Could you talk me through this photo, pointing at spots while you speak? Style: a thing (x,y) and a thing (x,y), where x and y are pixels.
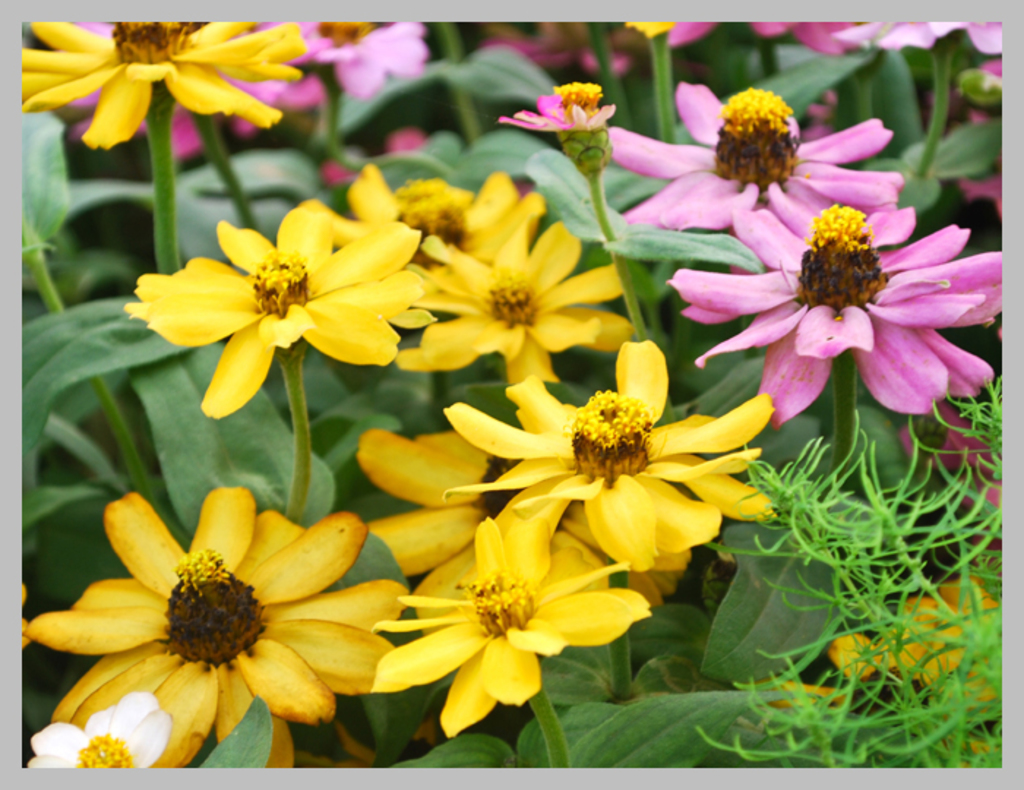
Here in this picture we can see different colored flowers (336,316) present on plants (429,417).
